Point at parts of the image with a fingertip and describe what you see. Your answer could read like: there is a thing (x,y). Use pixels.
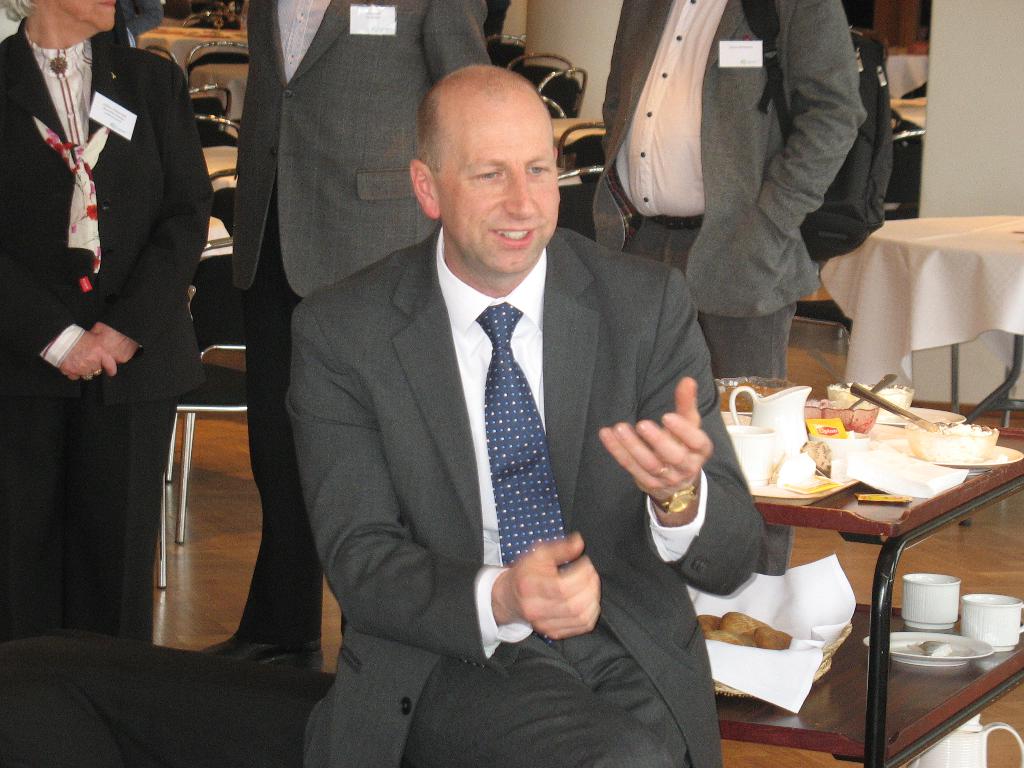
In the image we can see a person (407,410) sitting and there are other person (317,66) standing back of him. There is a table (924,271) and a chair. On a table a water jar (784,417), bowl (827,418), spoons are placed.
